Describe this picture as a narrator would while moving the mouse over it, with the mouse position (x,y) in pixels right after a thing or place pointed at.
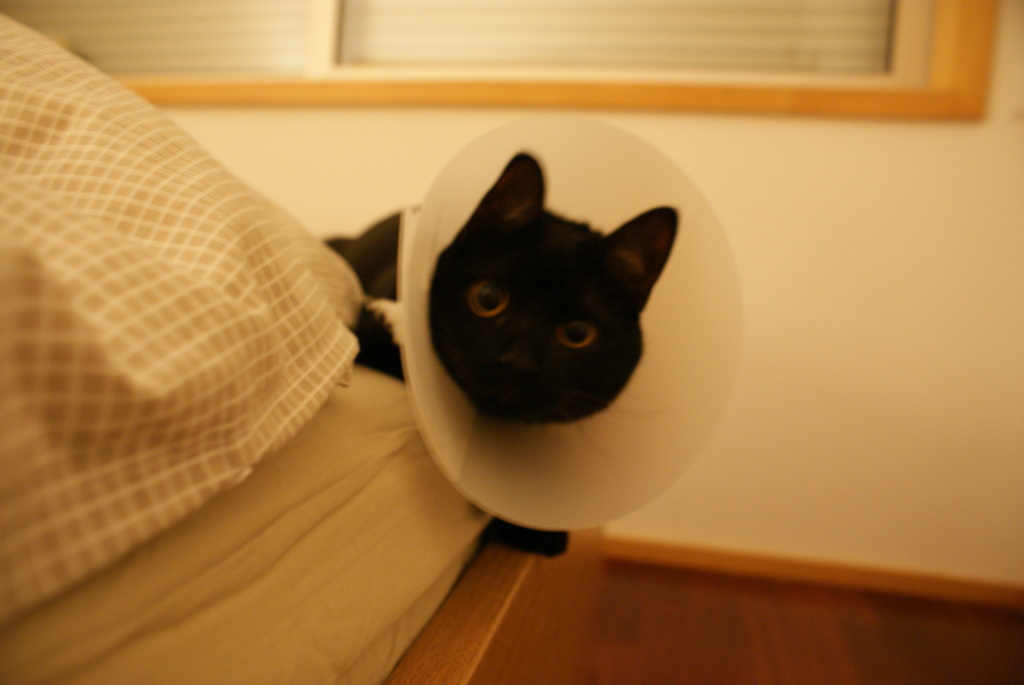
In the middle of the image (392,334) there is a cat (657,271), Behind the cat (530,196) there is a wall (980,271). Bottom left side of the image (196,457) there is a bed (405,503).
